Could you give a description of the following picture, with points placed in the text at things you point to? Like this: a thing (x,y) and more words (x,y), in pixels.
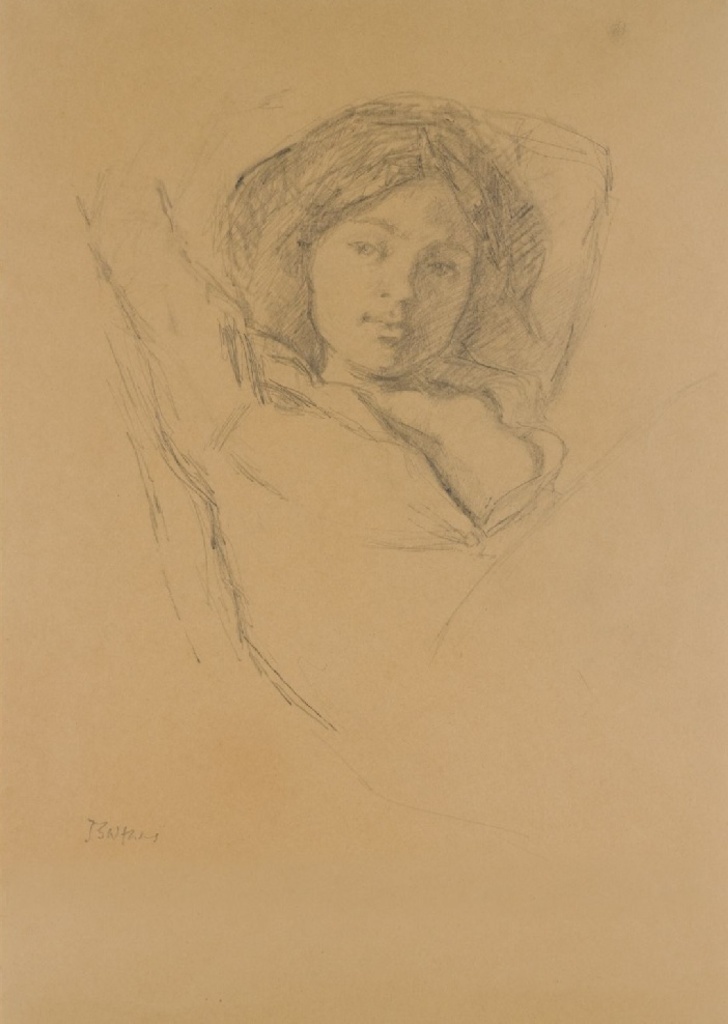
This is a sketch of a woman (374,342) with a pencil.
